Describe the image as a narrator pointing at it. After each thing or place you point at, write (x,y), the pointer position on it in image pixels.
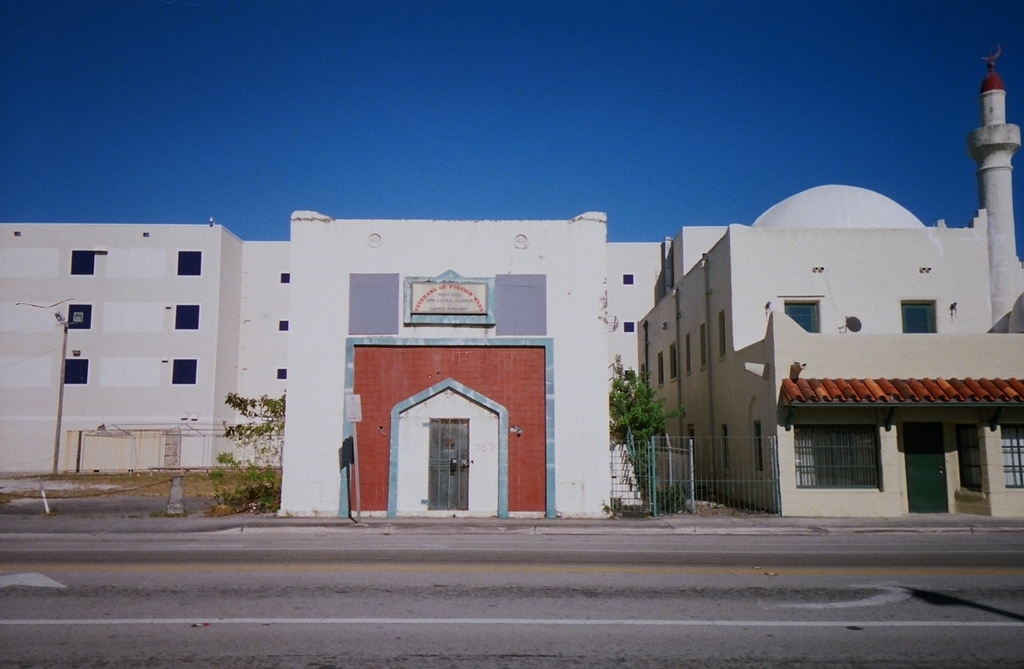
Here in this picture we can see buildings (276,331) and houses (715,372) present over there and we can also see plants (271,490) and trees (636,430) present on the ground (205,489) and we can see light post (56,425) present over there and in the front (460,505) we can see doors (459,449) and windows (870,460) of the buildings (796,463) present over there.
